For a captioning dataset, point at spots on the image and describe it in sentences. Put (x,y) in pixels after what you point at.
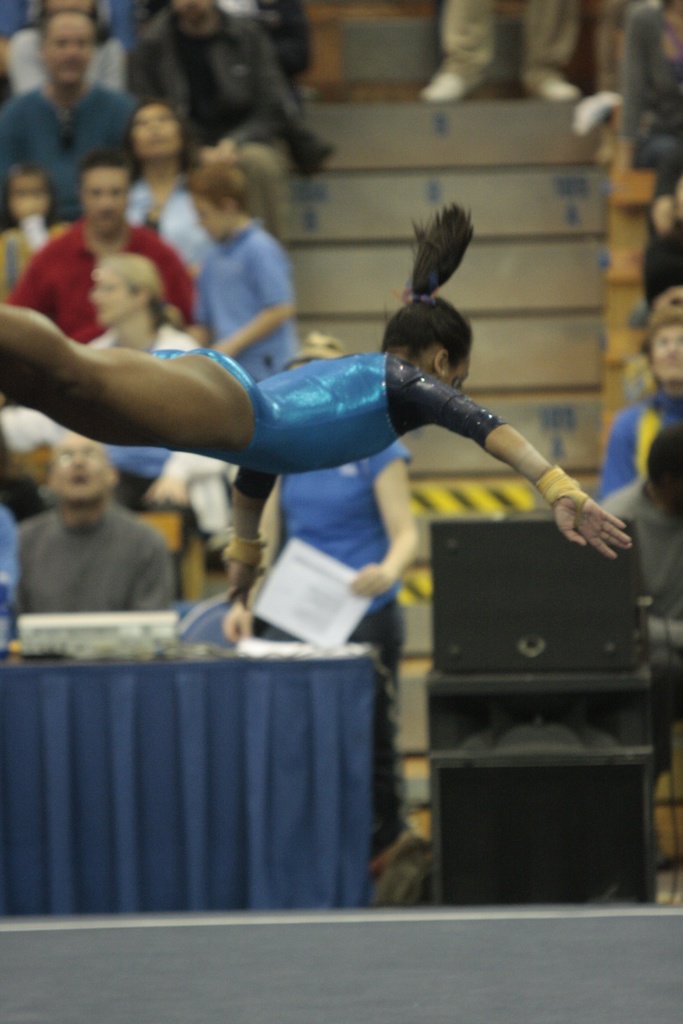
In this image I can see a woman (306,407) is in the air. In the background (146,247) I can see people (164,321) are sitting. Here I can see steps (497,296) and some other objects (372,778) on the ground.
